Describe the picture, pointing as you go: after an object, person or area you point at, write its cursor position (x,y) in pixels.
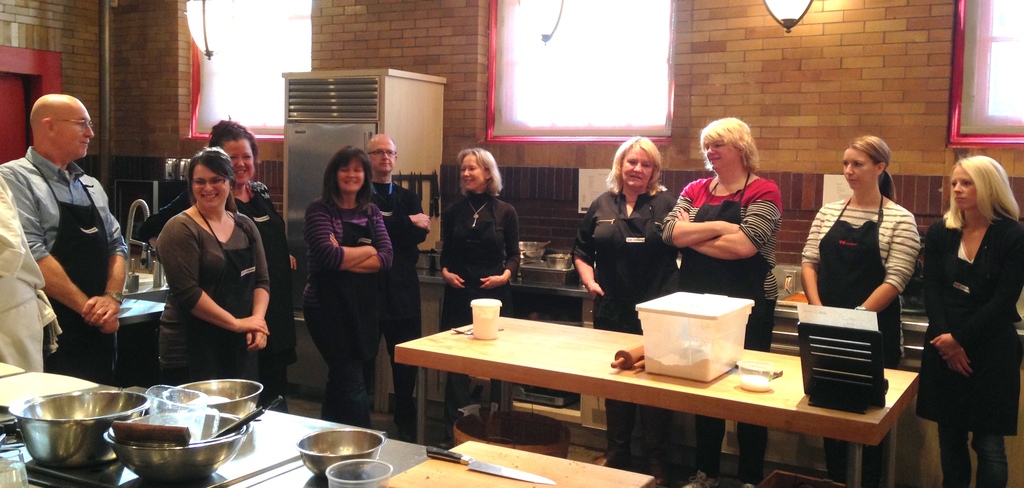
In this image I see lot of people (236,261) standing and few of them are smiling. I can also see that there are tables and many things (23,394) on it. In the background (261,177) I see the wall (944,171), window (588,106) and the light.
